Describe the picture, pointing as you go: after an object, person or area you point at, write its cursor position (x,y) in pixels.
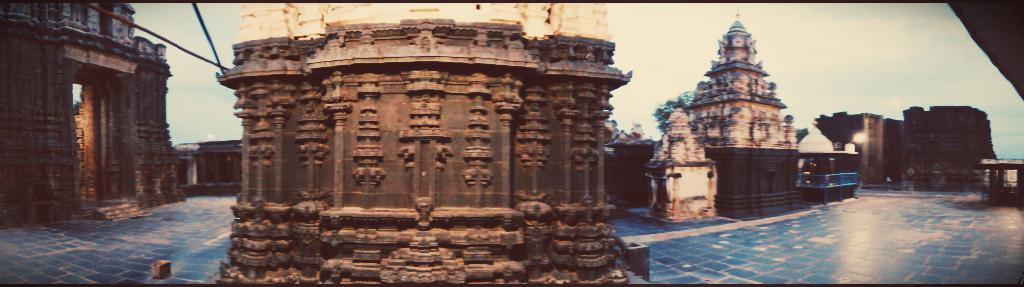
In this image we can see four different type of monuments (503,149).
